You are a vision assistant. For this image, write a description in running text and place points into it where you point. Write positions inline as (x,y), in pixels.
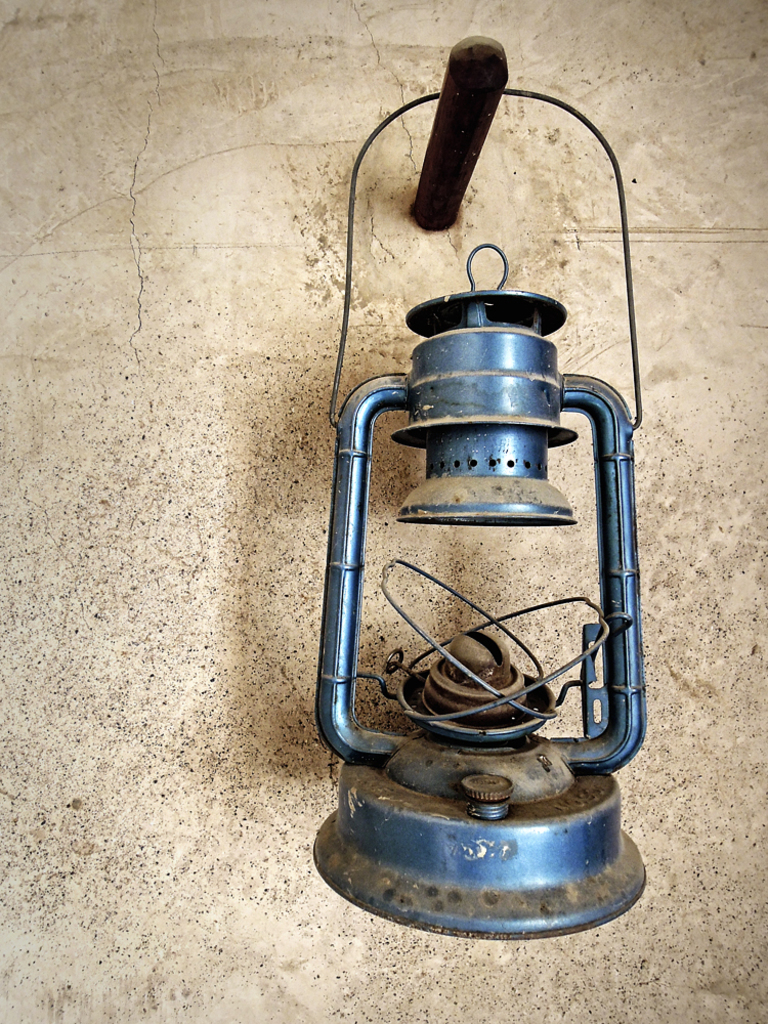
In this image we can see lantern (450,722) hanged to the wall (404,121).
